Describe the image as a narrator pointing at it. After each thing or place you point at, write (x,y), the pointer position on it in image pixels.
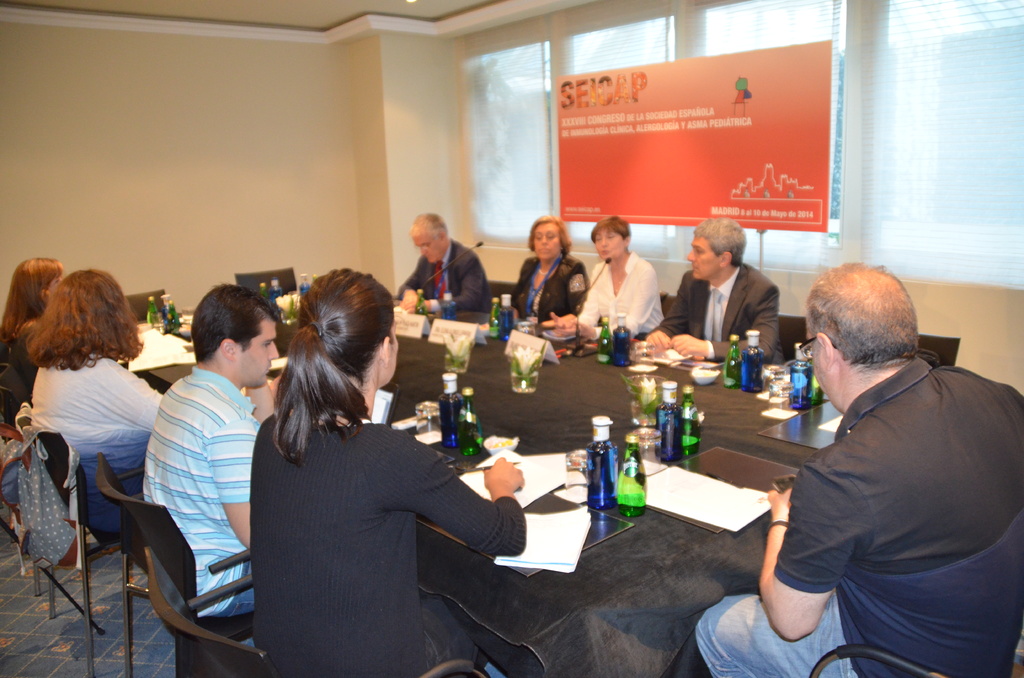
There are few people (417,294) sitting on the chair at the table (548,385). On the table (494,386) there are bottles (622,509), glasses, papers (690,490) and microphones (575,330). In the background (261,193) there is a wall (258,205), window (989,103) and a hoarding (722,171).
